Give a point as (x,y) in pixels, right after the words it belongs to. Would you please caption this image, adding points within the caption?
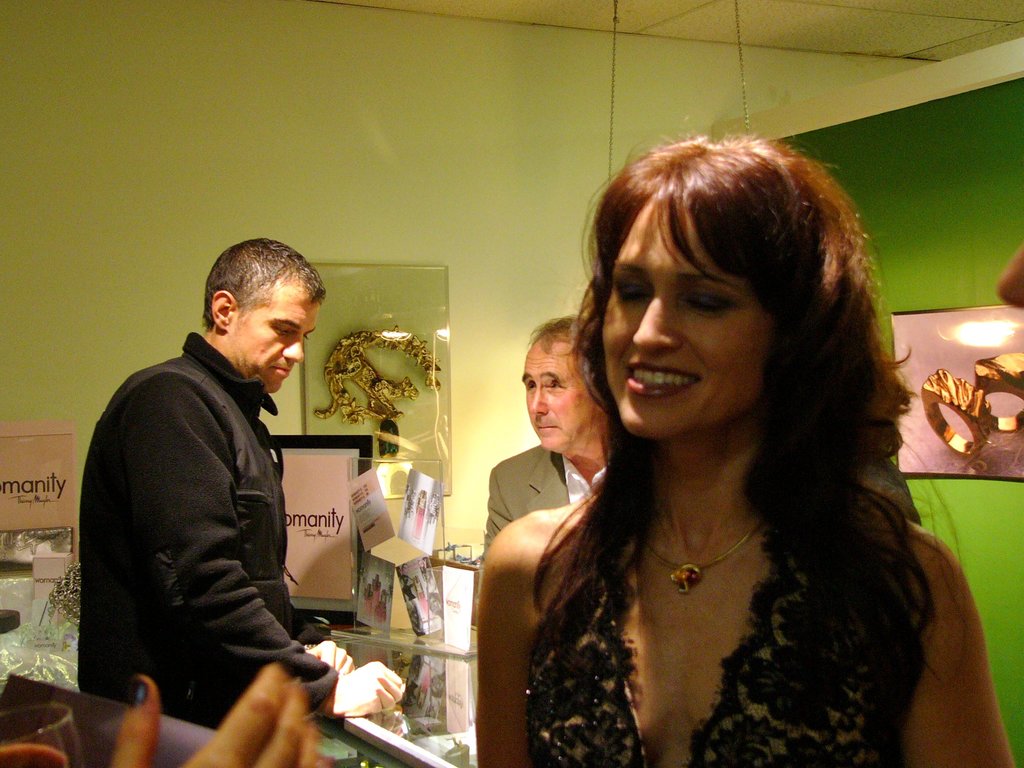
In the picture we can see a woman (775,578) standing and smiling and behind her we can see two men (166,581) are also standing near the glass desk (386,649) and behind them we can see a wall (57,96) with something are placed to it.
